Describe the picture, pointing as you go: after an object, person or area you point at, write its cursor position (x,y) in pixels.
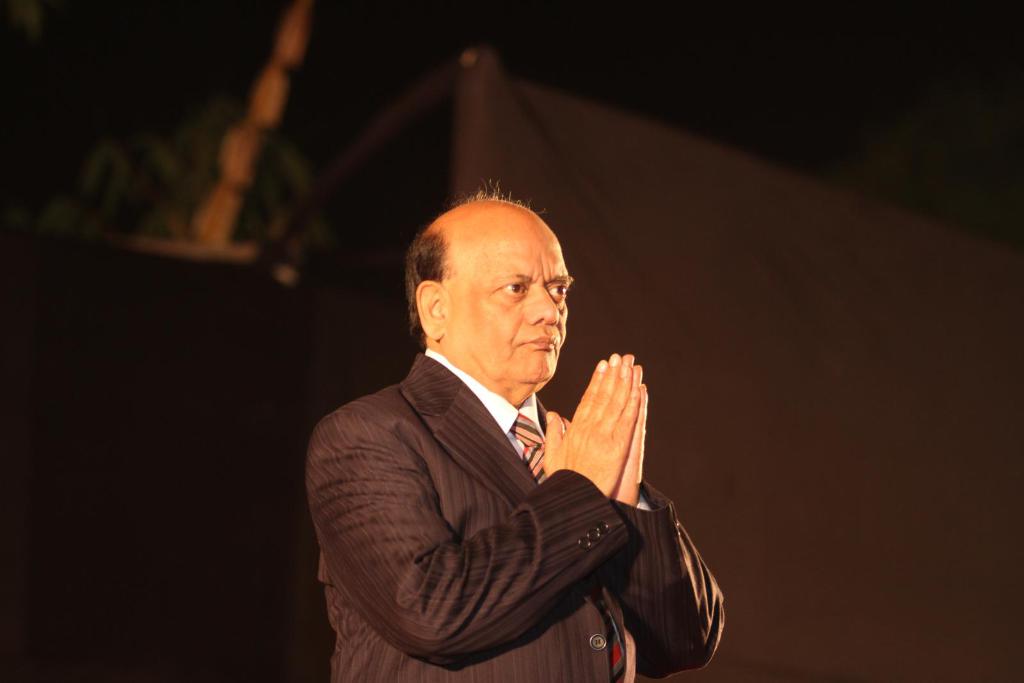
In this picture I can see in the middle (557,302) there is a man (600,540), he is wearing the coat (504,508), tie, shirt (513,438). He is joining his both hands (614,463).
